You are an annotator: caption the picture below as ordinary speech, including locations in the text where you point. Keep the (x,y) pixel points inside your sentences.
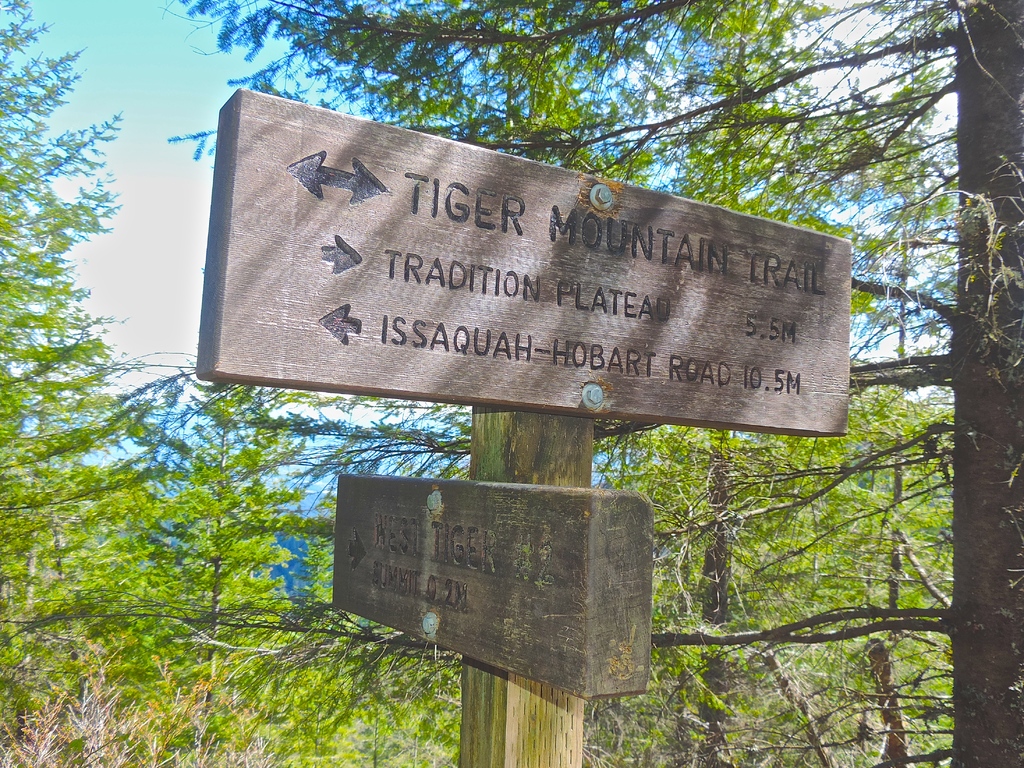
In this picture there is a pole (489,722) in the foreground (480,712) and there are boards (428,321) on the pole (481,744) and there is a text (453,279) on the boards (478,556). At the back (972,267) there are mountains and trees (184,373). At the top (129,251) there is sky (182,329).
